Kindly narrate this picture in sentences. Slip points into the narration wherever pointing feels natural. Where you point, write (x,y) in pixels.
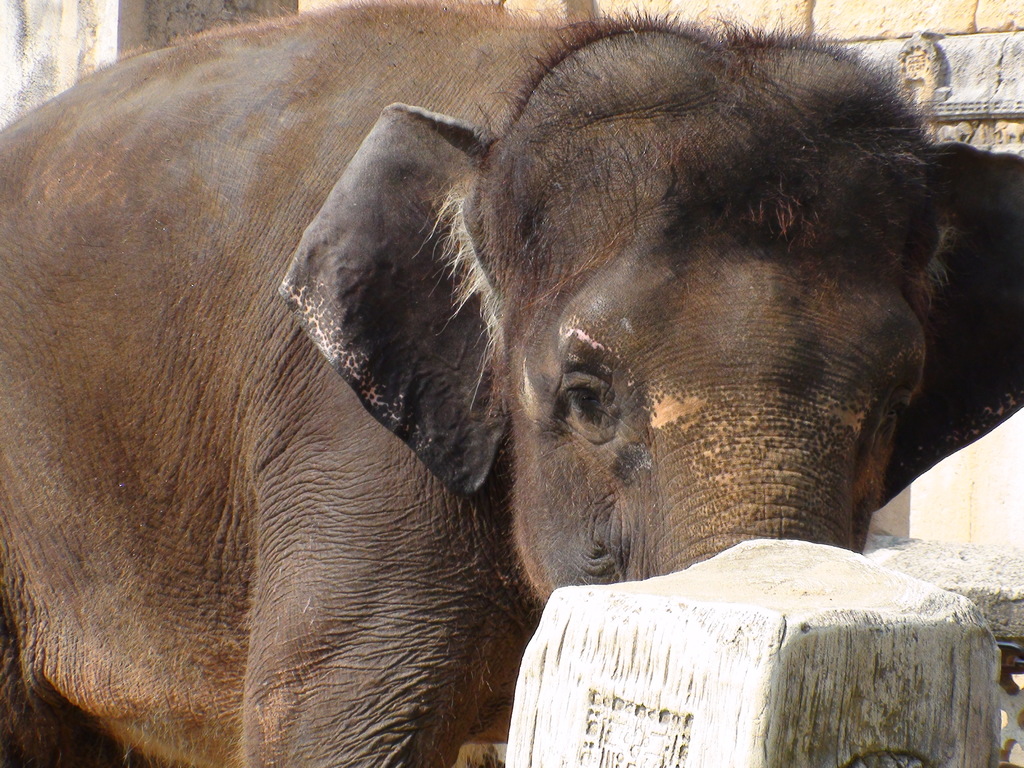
In the center of the image (493,354) we can see elephant (750,230). In the background (736,25) there is wall (63,25).
